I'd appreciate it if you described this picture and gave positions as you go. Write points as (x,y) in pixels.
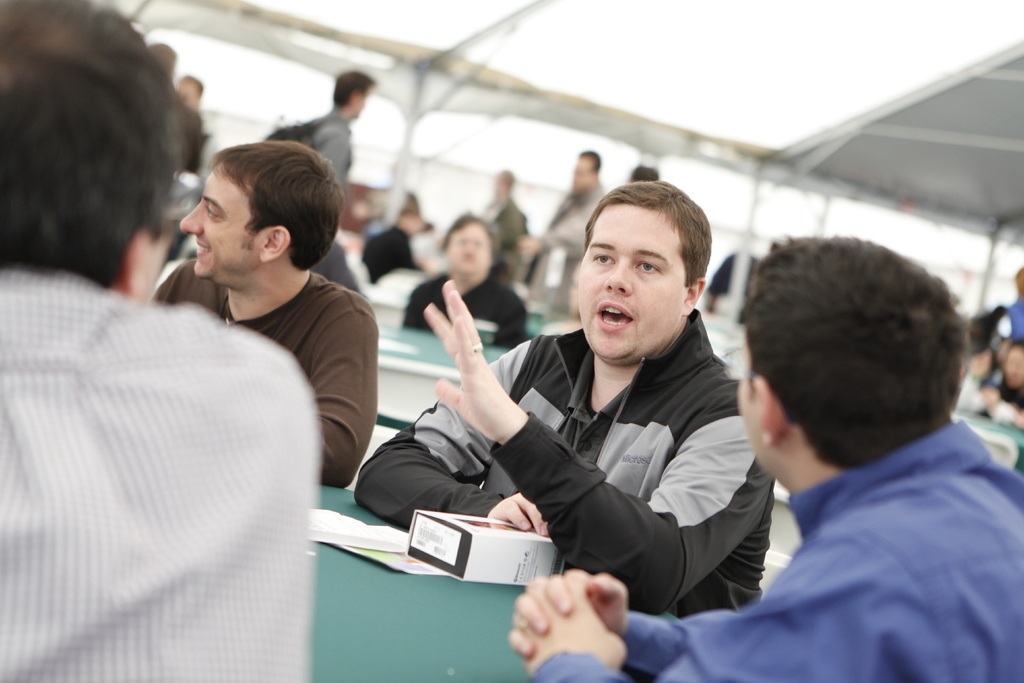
In this picture I see few people (754,347) seated and I see papers (413,563) and a box (516,559) on the table (345,582) on the back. I see few people (316,144) standing and few other people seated and I see tables (401,342).
